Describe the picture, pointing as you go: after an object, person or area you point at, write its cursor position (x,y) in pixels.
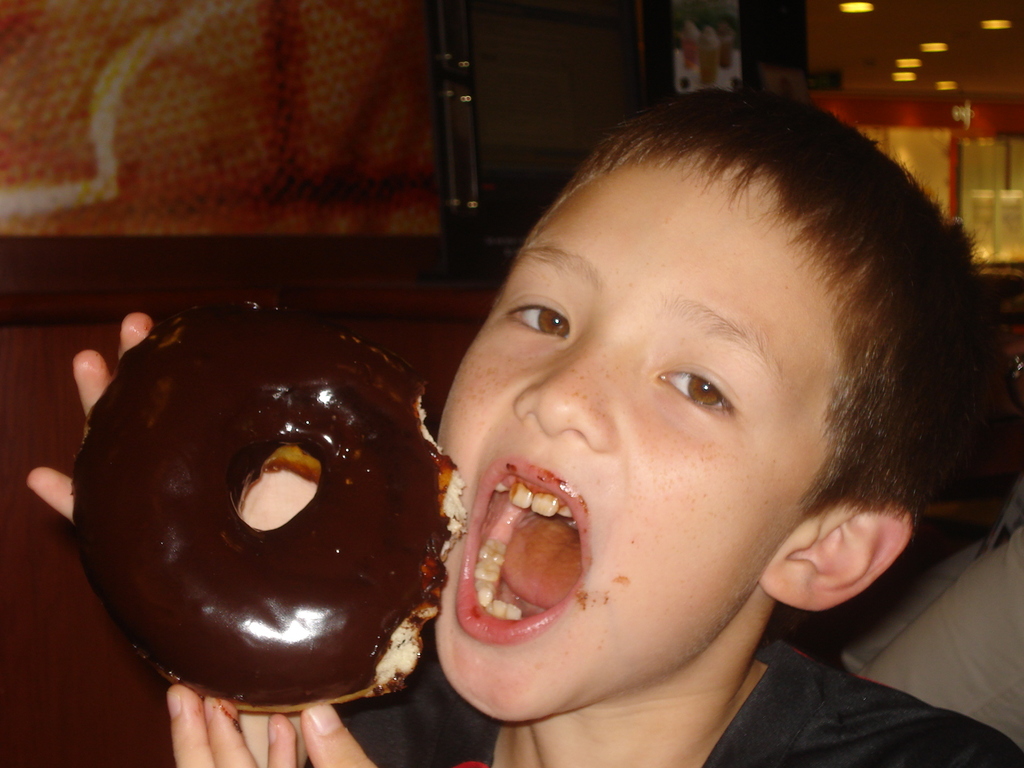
In this picture there is a boy (610,315) who is wearing black t-shirt (815,679). He is holding chocolate doughnut (346,422). He is sitting on the couch (955,679). At the top (490,141) there is a door (478,99) near to the wall (278,88). At top right corner (880,131) we can see lights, glass door (1001,156) and window (1001,180).
